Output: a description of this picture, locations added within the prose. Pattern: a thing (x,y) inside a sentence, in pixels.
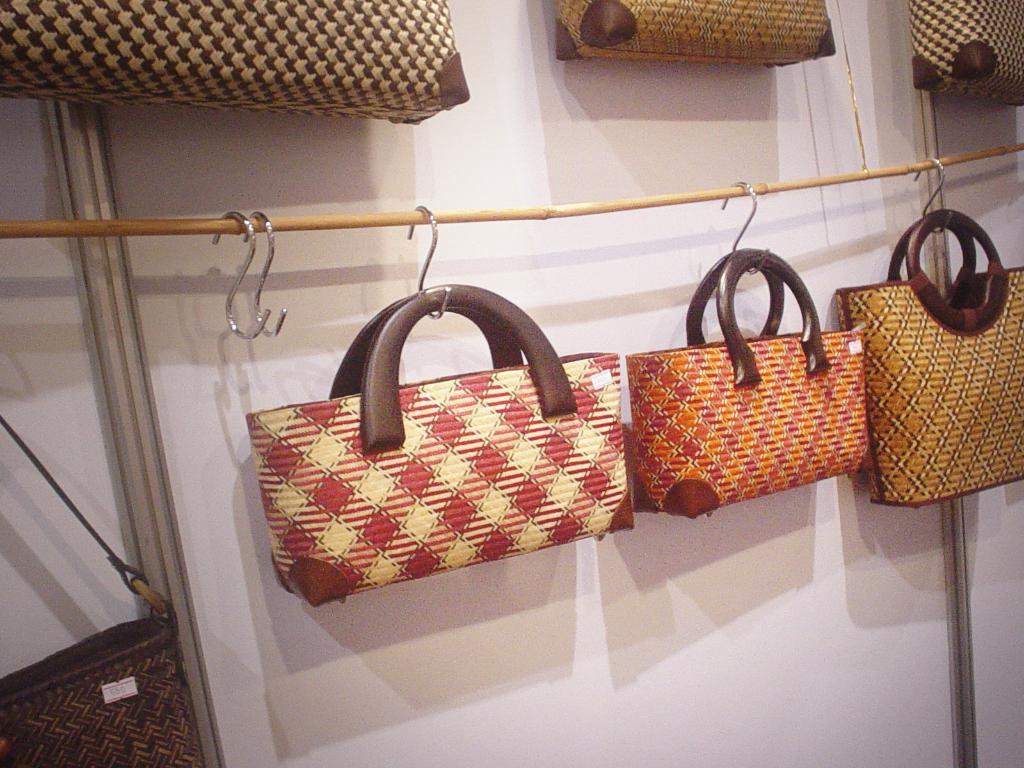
In this image i can see few bags (806,450) hanged to a stick (551,213). In the background (532,231) i can see a white wall (561,152).
